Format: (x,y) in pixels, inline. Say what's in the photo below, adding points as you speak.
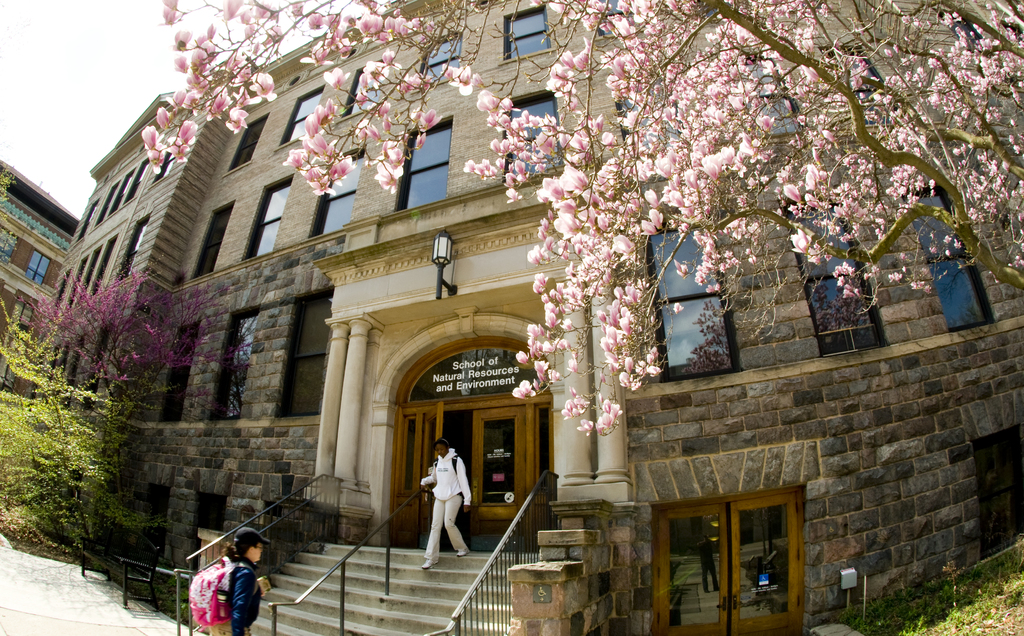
In this picture we can see few buildings (271,299), in front of the building (185,292) we can see few trees (591,67), flowers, a bench (157,545) and few people (429,548), in the middle of the image (442,377) we can find a light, few metal rods (428,521) and some text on the glass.
